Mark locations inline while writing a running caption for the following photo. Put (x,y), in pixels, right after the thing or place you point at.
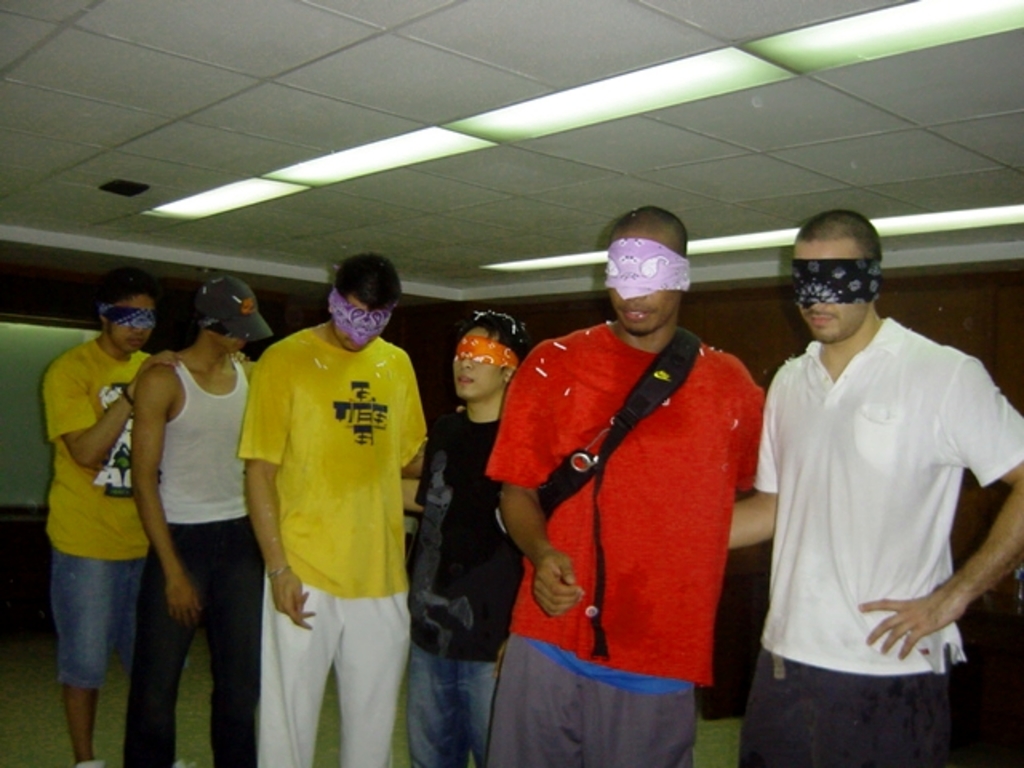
In this image I can see the group of people (427,499) with different color dresses (231,494) and one person (243,575) with the cap (212,300). I can see these people (553,358) are blindfolded and there are lights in the top (321,168).
